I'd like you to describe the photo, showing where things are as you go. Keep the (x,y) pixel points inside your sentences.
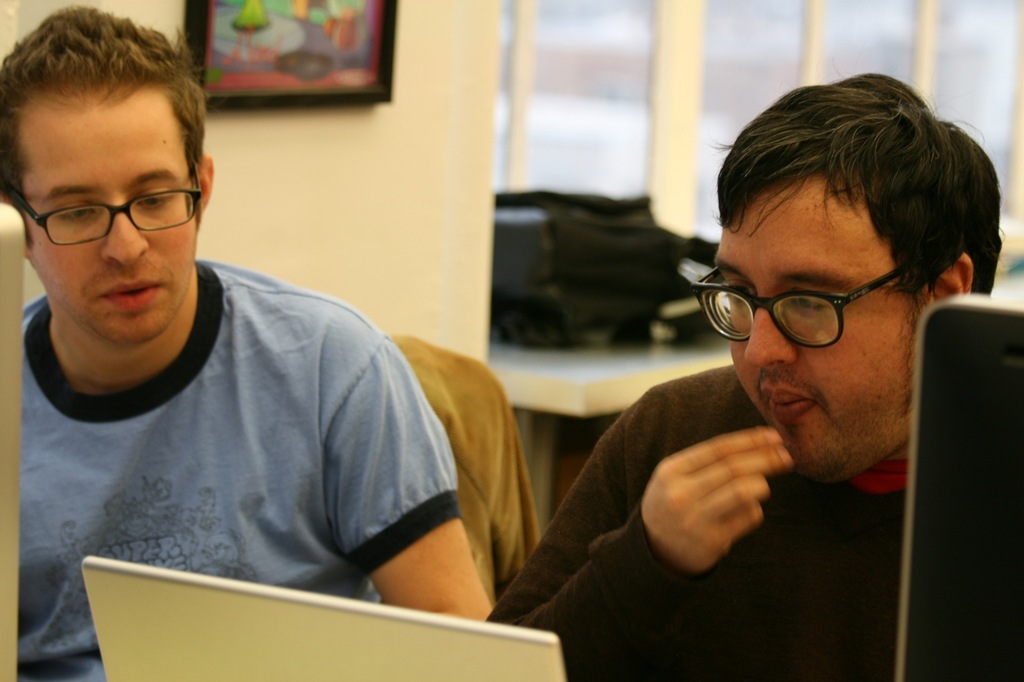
Here I can see two men (108,332) sitting on the chairs (464,408) and looking into the laptop (244,636) which is in front of them. On the right side (975,469) there is a monitor (966,458). In the background (568,181) there is a window (581,48) to the wall (428,48). Beside the window (531,146) there is a bag (559,236). At the top of the image (305,40) there is a frame (306,47) attached to the wall (351,161).
